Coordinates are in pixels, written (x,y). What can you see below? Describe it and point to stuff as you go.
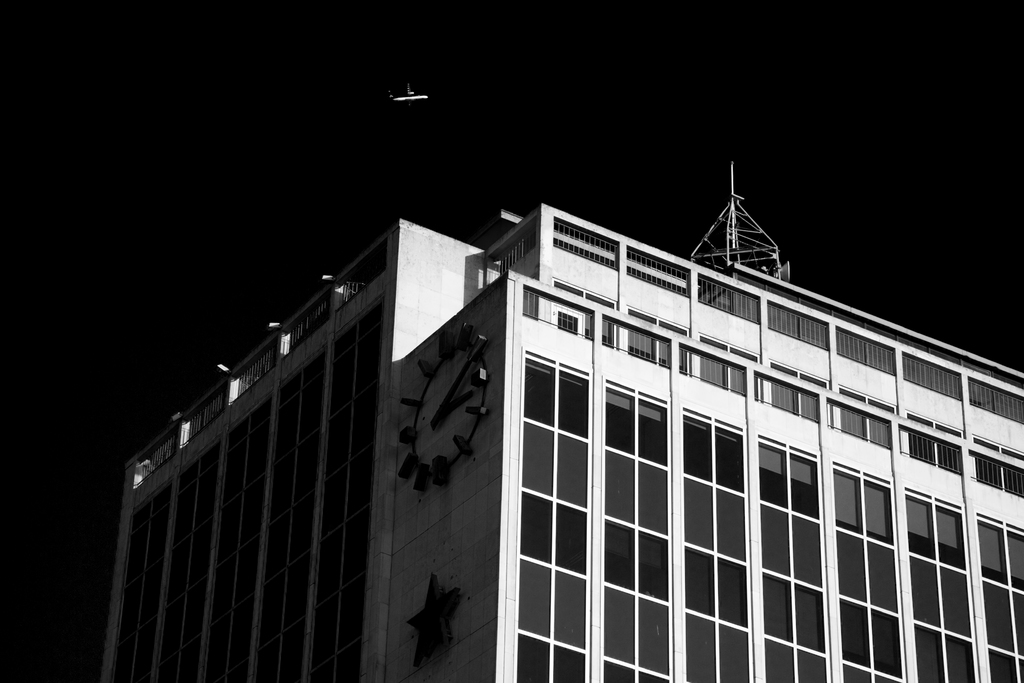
We can see building (637,310) and tower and we can see clock (482,337) on this building (723,280). We can see airplane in the air (397,57). In the background (419,109) it is dark.
